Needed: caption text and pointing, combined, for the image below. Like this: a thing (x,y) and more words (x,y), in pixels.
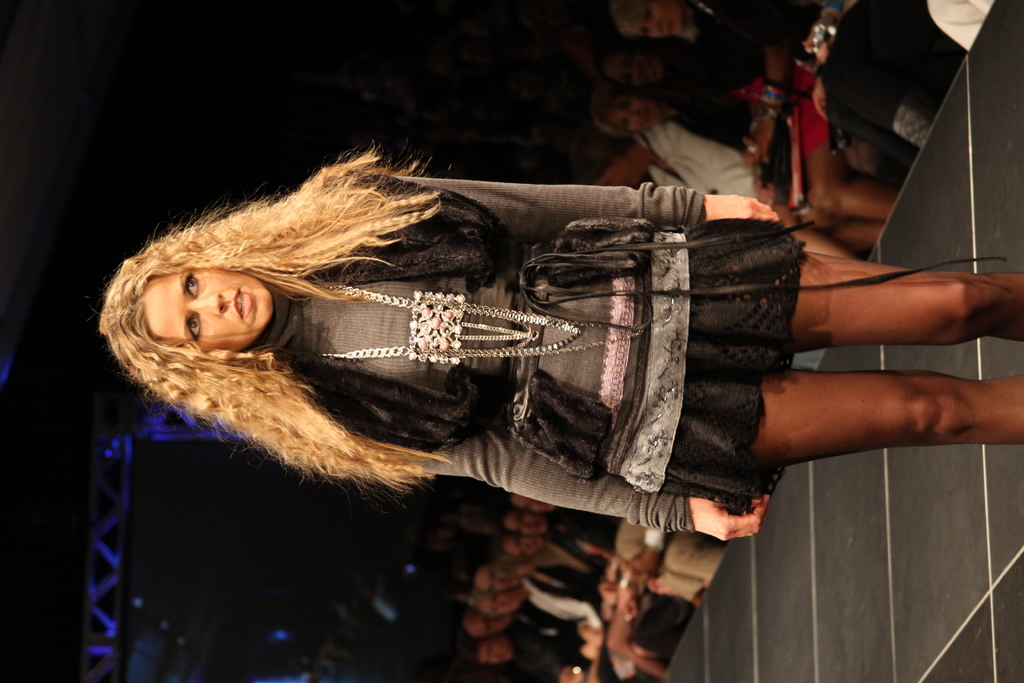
In this image we can see a person (779,367) standing on the floor (818,355). In the background (224,442) there are iron grills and person (742,96) sitting on the chairs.
